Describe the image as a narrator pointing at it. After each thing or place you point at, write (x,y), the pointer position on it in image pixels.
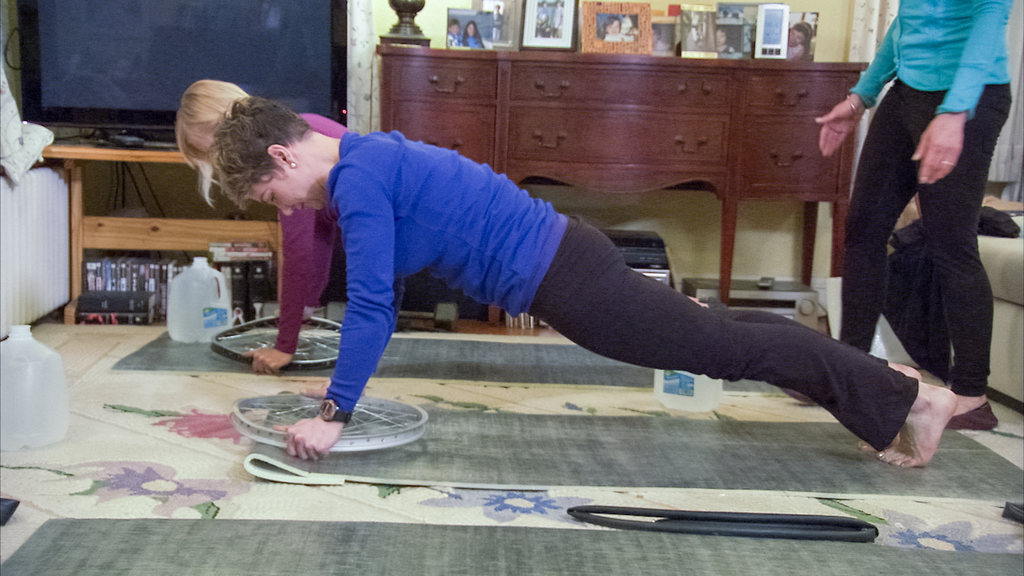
In this image I can see there are two women (293,157) working out and there is another person (933,132) standing at the right side (912,195). There is a television (292,9), few objects (482,45) placed on the wooden shelf (560,146).
